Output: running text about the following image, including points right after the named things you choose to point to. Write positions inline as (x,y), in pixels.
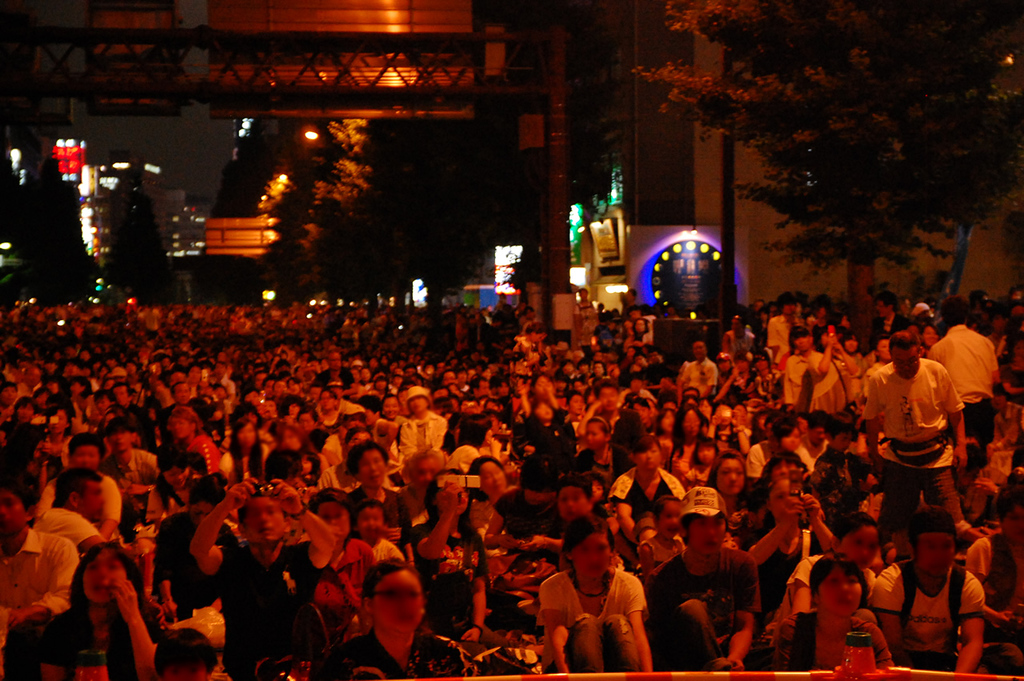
In this image we can able to group of people (254,412), few of them are taking pictures, and there are some trees (312,186), we can able to see hoarding (369,74) on top of the image (381,82), there are some lights (515,275) and there are few buildings (167,224) behind the people (26,397).
